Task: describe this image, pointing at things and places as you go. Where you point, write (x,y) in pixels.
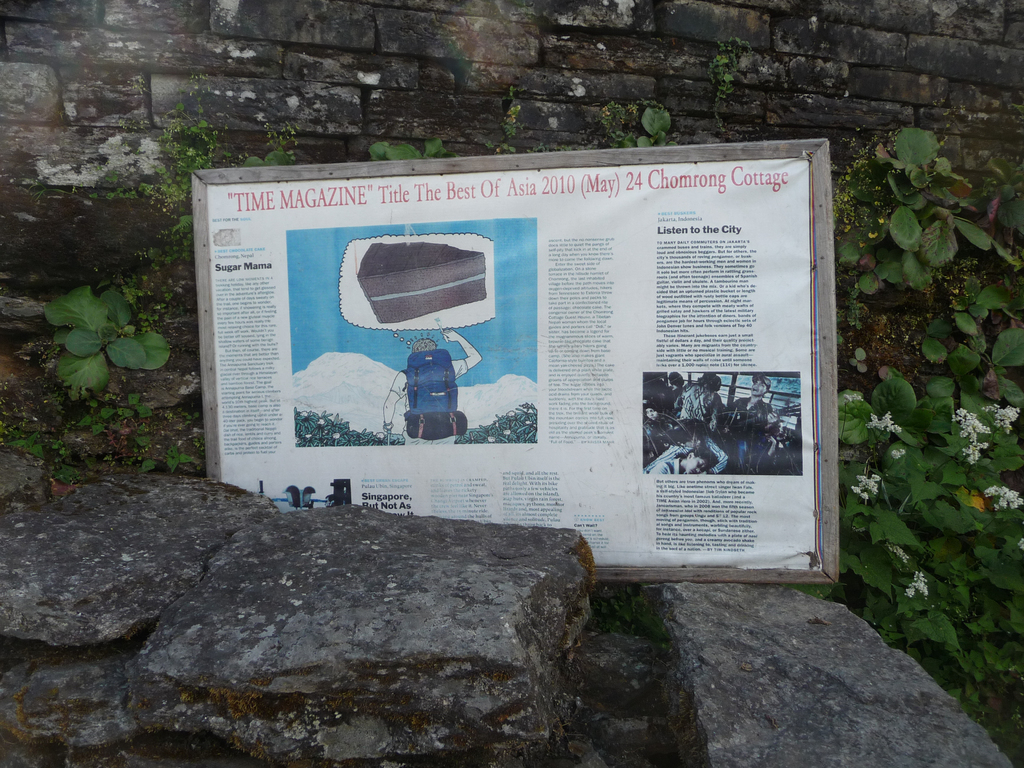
In this image there is a board (427,360) attached with a poster (410,364), there is some text (554,485) and images (308,334) on the poster (606,543), stones (501,545), plants (925,546), flowers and a wall (323,79).
